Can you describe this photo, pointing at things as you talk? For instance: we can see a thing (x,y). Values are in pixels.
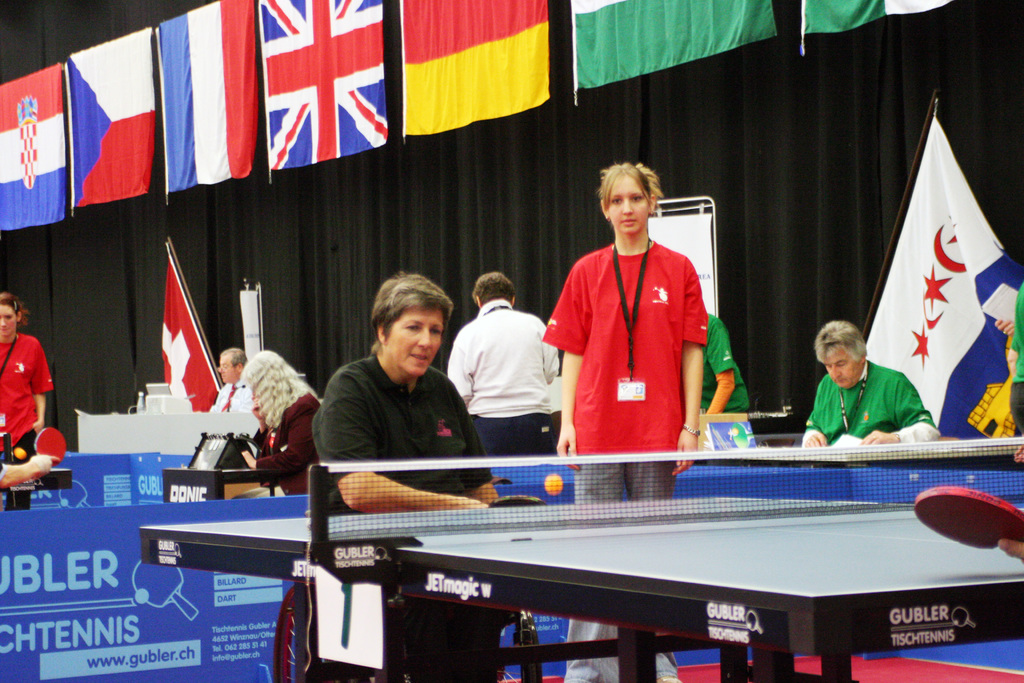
In this image there are group of persons (492,454). The person (404,278) who is wearing a black T-shirt (423,443) sitting near the table tennis court (705,558) and at the top of the image (34,84) there are different national flags (604,43) and at the bottom right of the image (1016,527) there is a table tennis racket (951,532).
